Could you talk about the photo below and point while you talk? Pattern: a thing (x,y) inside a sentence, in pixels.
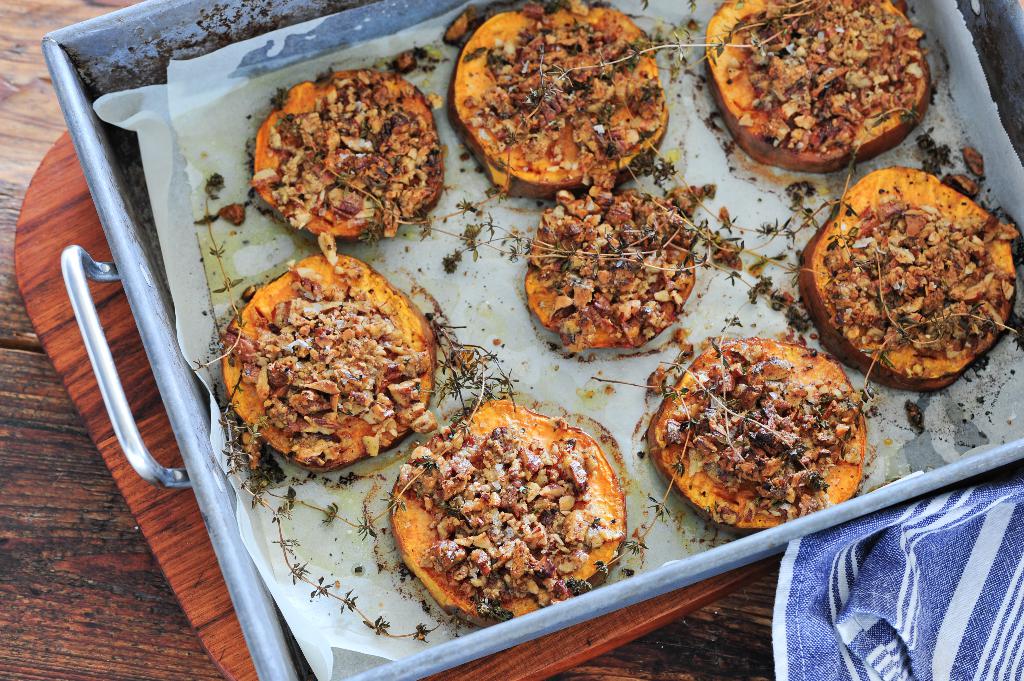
In the image there are cooked food items (407,402) in a tray (134,52) and the tray (154,60) is kept on a wooden table (28,563).
